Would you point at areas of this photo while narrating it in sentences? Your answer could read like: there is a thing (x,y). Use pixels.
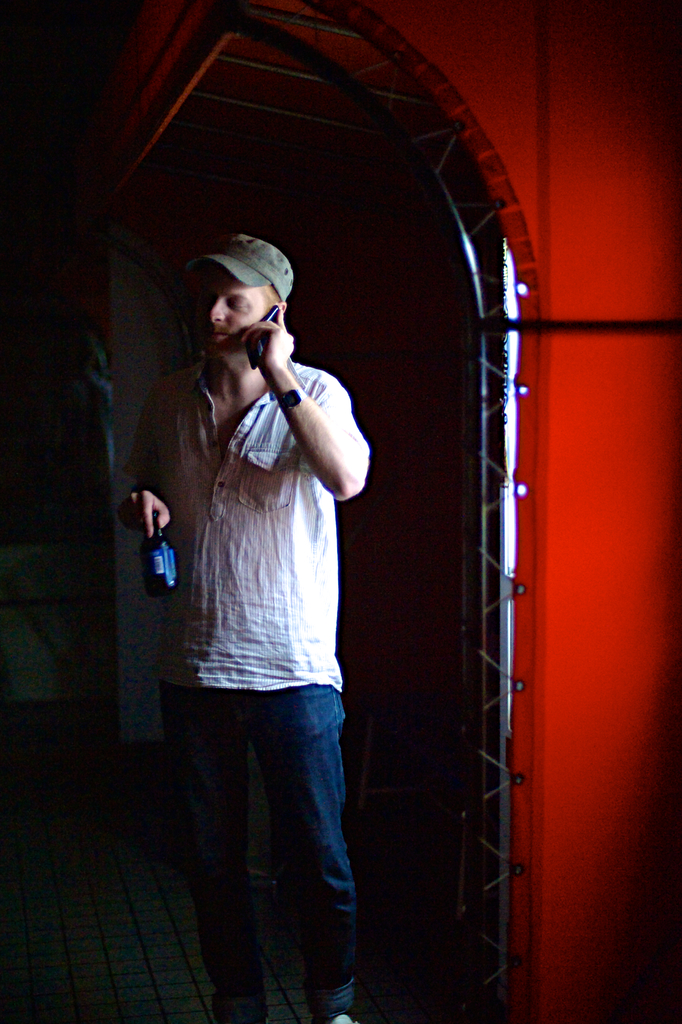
In this image, we can see a person (319,574) holding a bottle (170,553) and phone (250,357) with his hands (261,334). In the background (347,643), we can see a tent (493,173).
